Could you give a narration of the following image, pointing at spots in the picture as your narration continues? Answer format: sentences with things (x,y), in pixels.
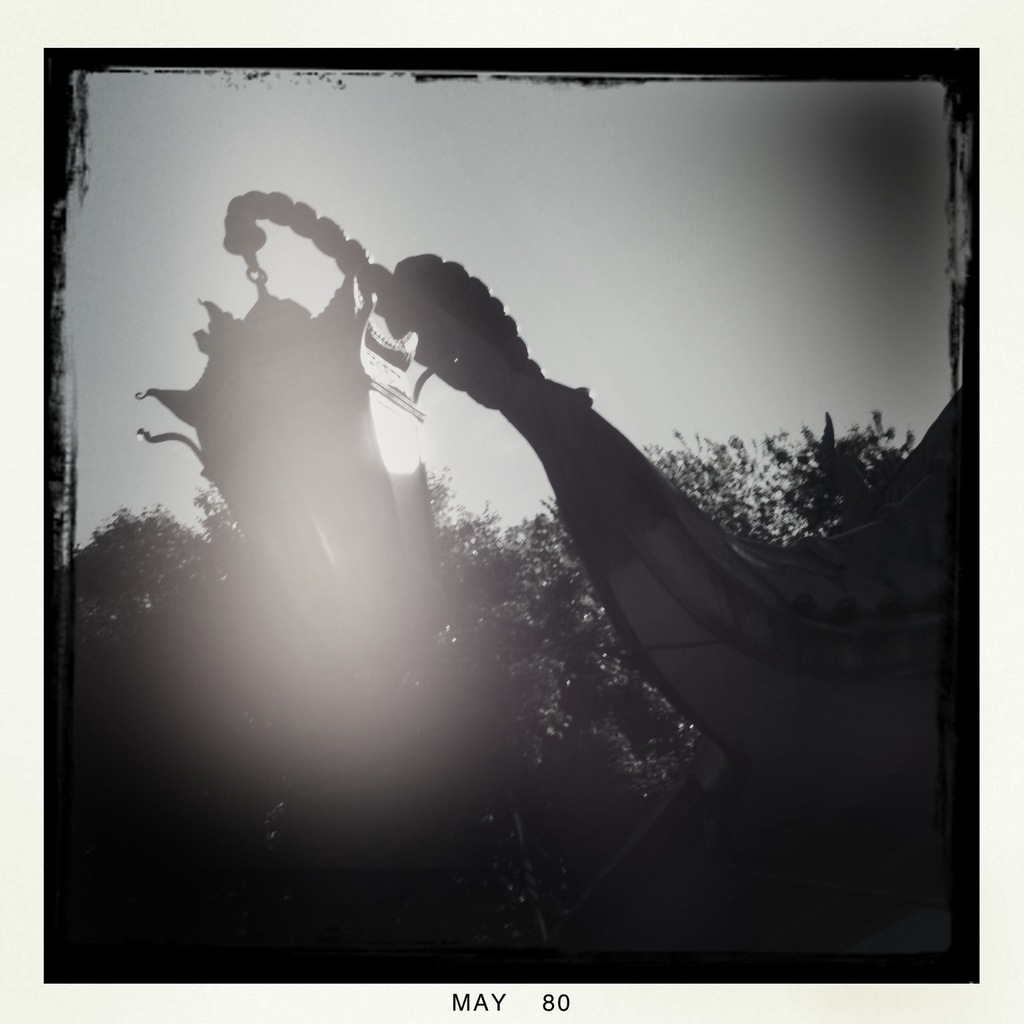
In this picture we can see trees (623,785) and in the background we can see the sky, at the bottom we can see some text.
